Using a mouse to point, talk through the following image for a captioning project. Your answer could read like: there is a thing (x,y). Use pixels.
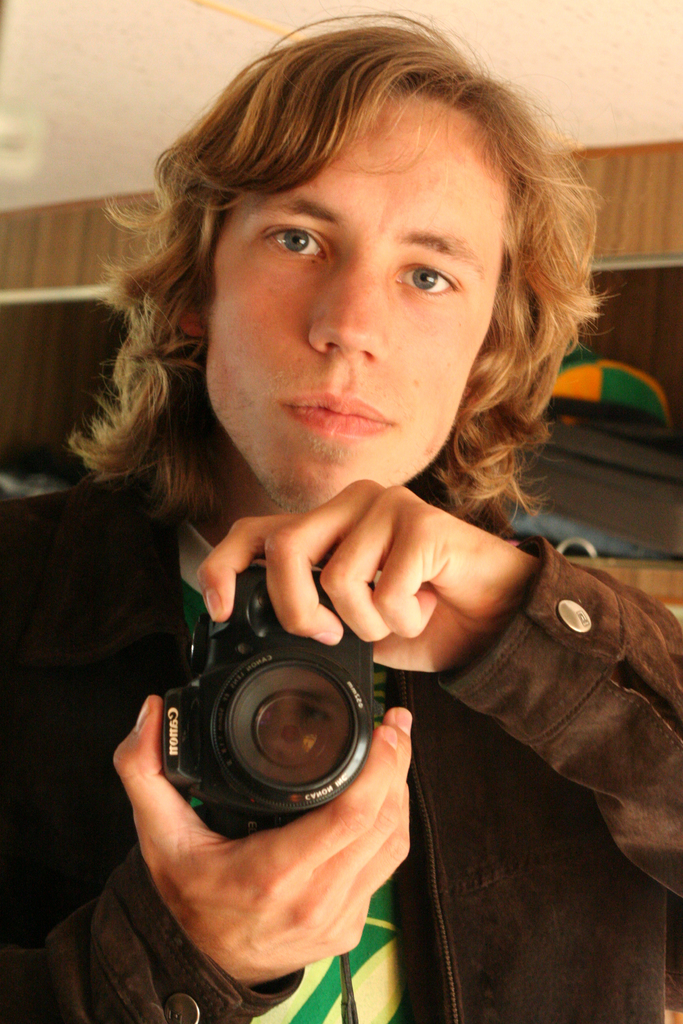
This image consist of a man (240,351) holding camera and wearing black jacket (534,739). It is clicked in a room (261,10). In the background (48,347), there is a wall (638,301) and rack (648,562).
